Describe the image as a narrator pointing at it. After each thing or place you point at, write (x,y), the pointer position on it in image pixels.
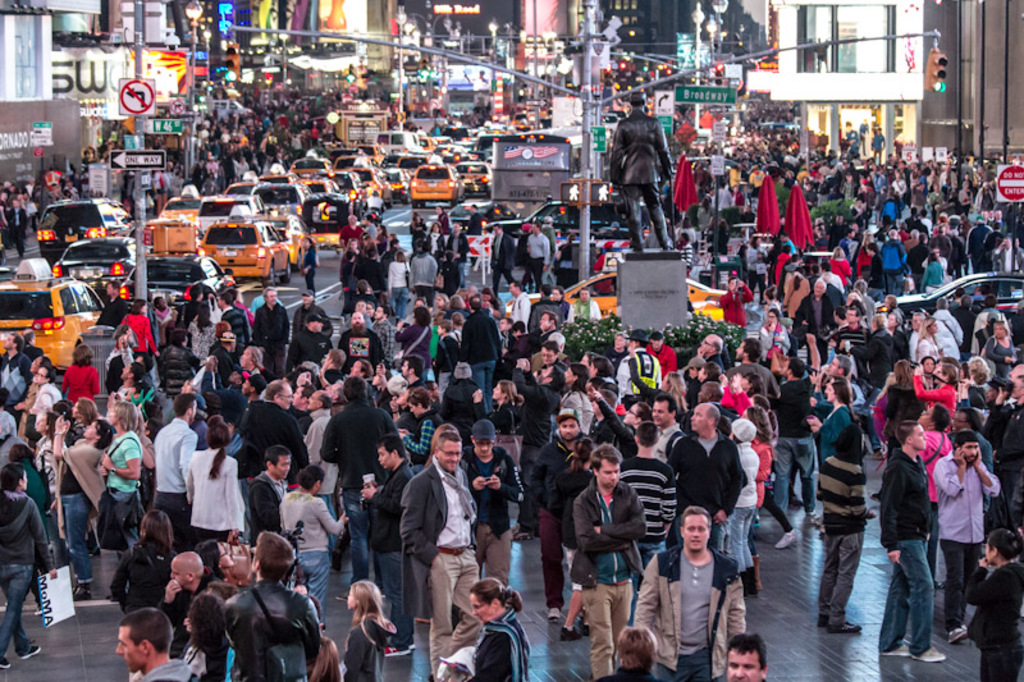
In this image we can see a group of people (598,403) standing on the road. We can also see a group of vehicles (279,252), some poles (189,158), a signboard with some text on it, traffic signal (593,184), a statue (659,238), the flags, some plants (595,323) with flowers (699,325), street lamps (192,146) and a group of buildings (312,60).
